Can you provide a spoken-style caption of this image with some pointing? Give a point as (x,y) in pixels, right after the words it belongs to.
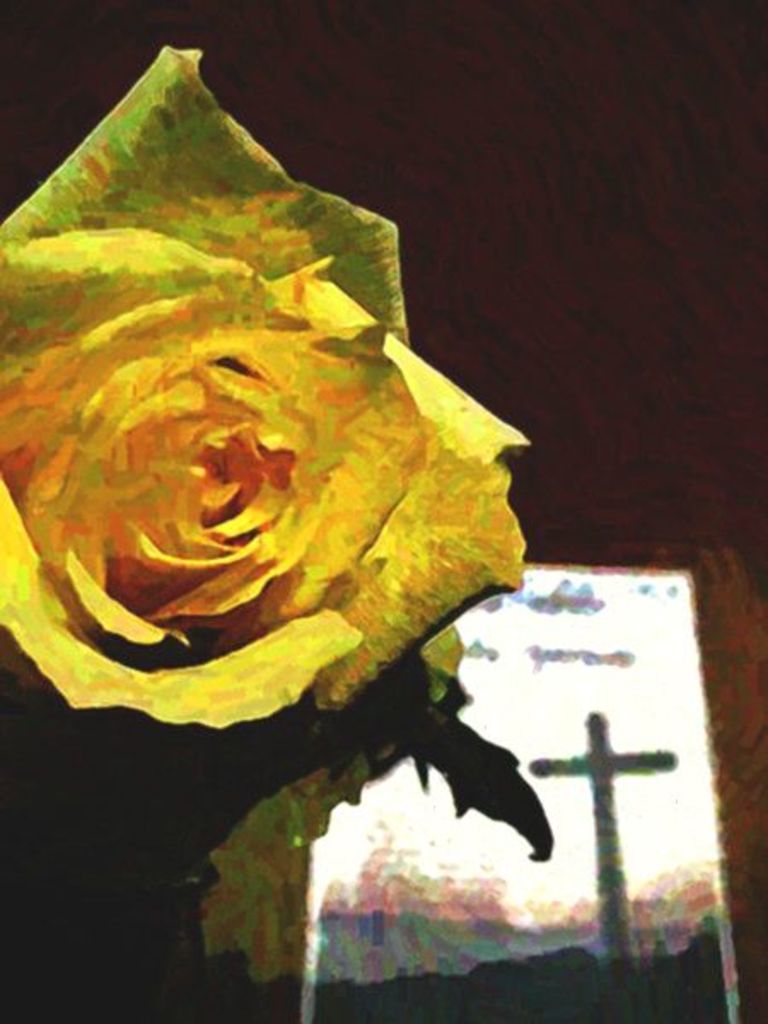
In this image we can see the painting (471,487). In painting (502,555) we can see a flower (285,525), a wall (622,448) and an object (493,645) in the image.
